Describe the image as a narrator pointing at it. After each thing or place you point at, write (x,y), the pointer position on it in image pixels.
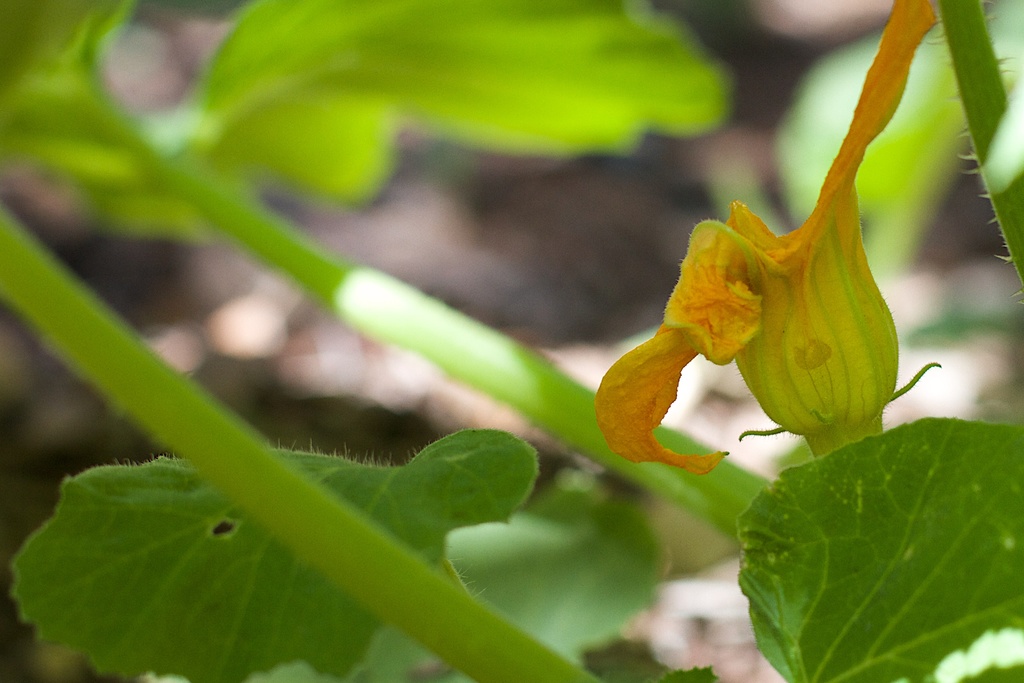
In this picture we can see green leaves (439,87) and a yellow flower (725,314).
